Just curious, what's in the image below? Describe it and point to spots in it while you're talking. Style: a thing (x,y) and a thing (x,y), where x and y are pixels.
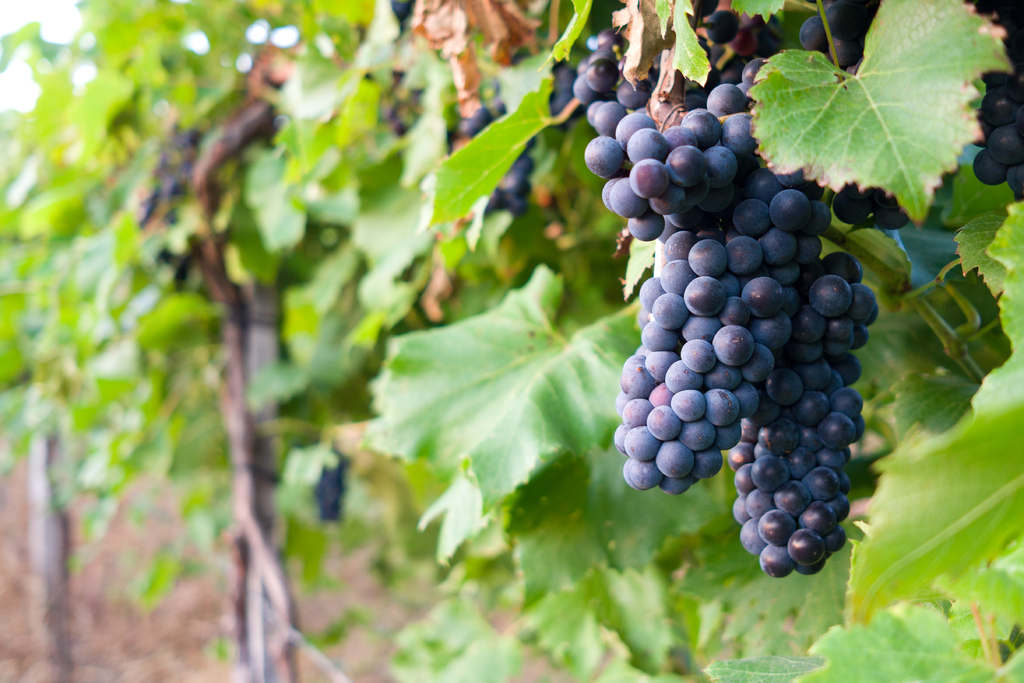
In this picture I can see the grapes (764,316) and the plants (502,259).
